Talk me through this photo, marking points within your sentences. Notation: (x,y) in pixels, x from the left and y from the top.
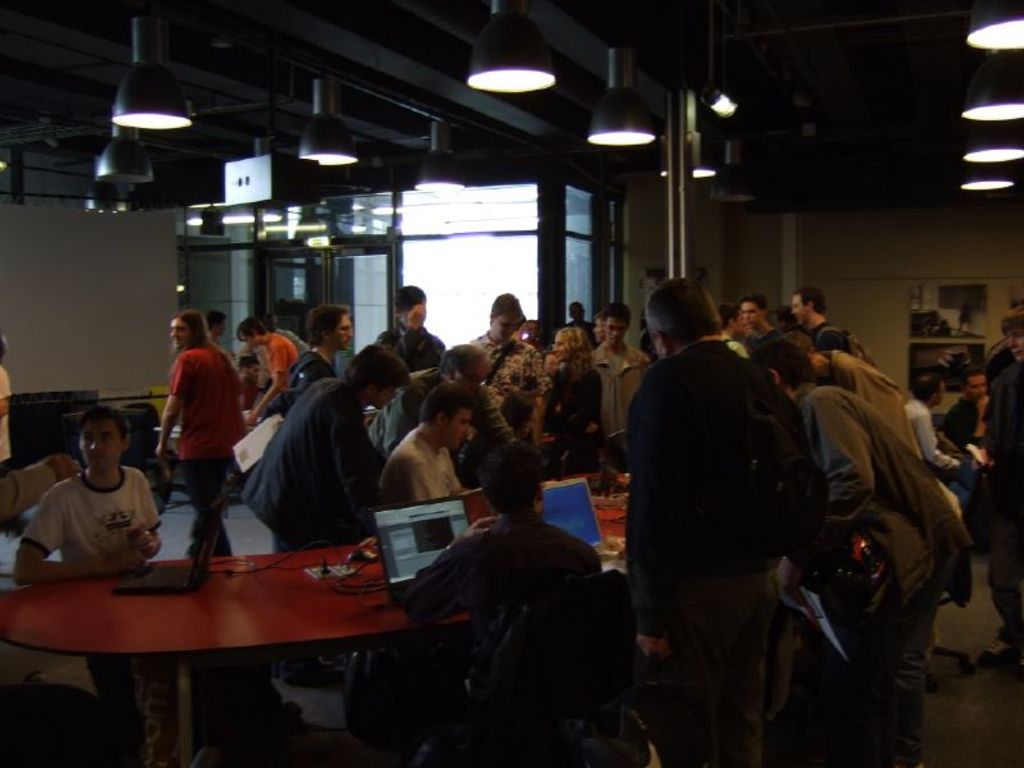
There is a group of people (332,350). There is a man (418,480) sitting at the center (403,486). There is a woman (564,441) standing here and she is smiling. On the extreme right there are two people (971,478) having a conversation. This is a table (297,626) where laptops (416,541) are kept on it.
